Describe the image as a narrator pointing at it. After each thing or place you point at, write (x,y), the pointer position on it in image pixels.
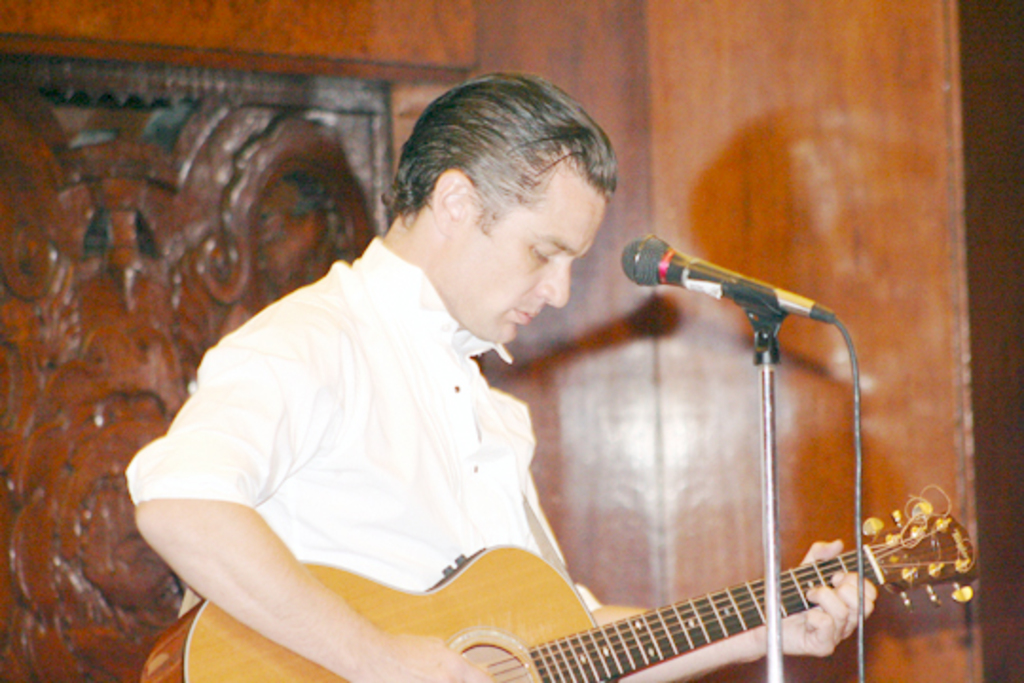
In this picture there is a man (578,208) and he is wearing a white shirt (401,320) and playing a guitar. In front of him there is a mike (777,682). In the background (705,486) there is a wooden wall (288,204).
